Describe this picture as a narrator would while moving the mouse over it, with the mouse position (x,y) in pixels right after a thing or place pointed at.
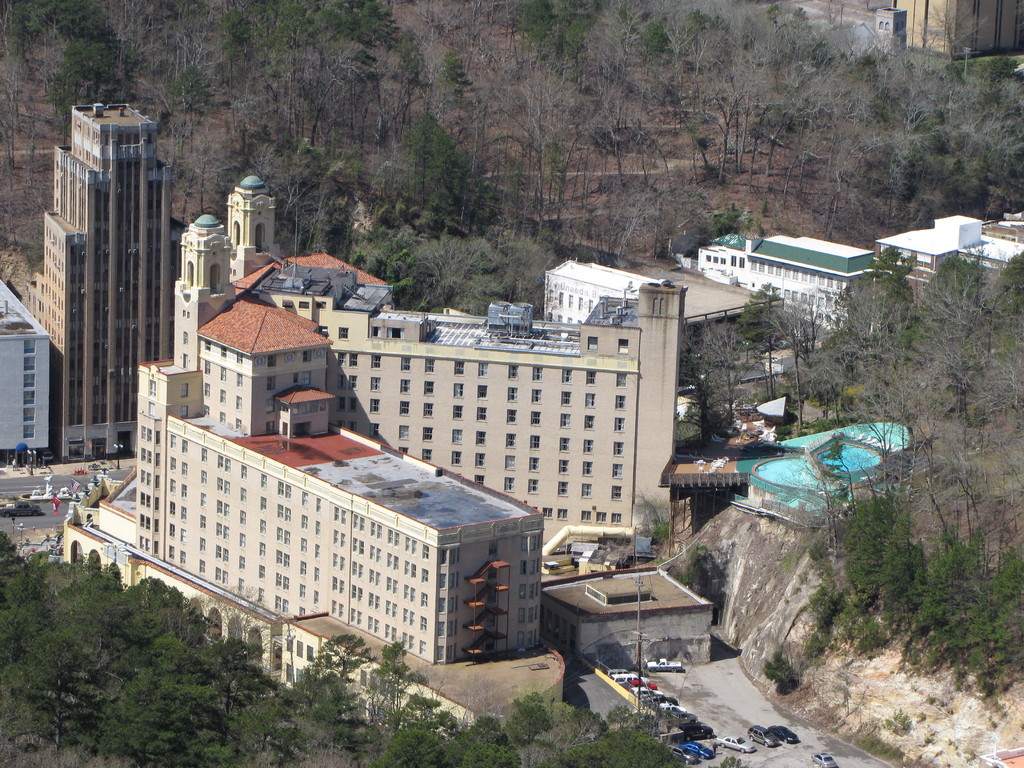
In the middle of the image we can see some trees (224,88), buildings (66,423), vehicles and poles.
